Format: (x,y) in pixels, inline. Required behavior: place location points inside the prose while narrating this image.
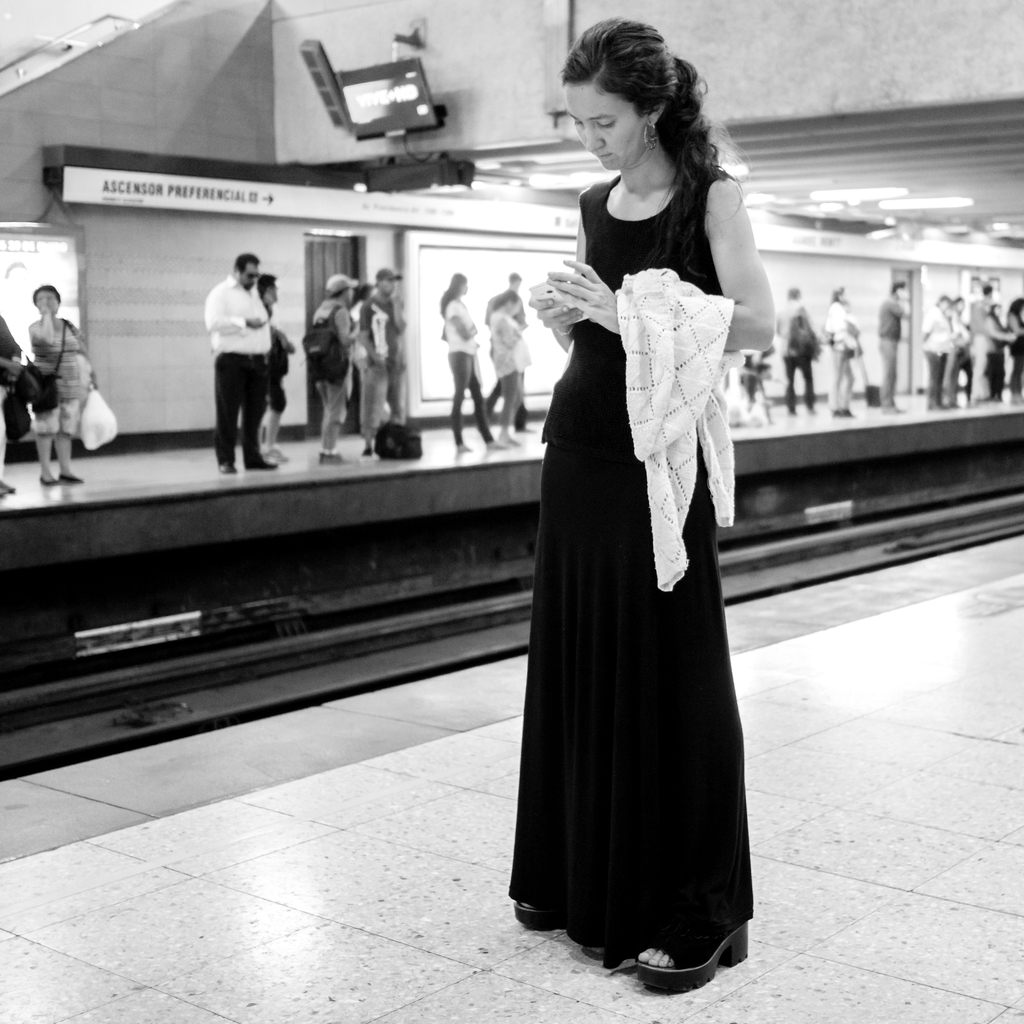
In this image we can see a few people (599,777) standing, we can see the railway track (370,638), platform (834,816), ceiling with lights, some text (387,206) written on the wall (110,222).
